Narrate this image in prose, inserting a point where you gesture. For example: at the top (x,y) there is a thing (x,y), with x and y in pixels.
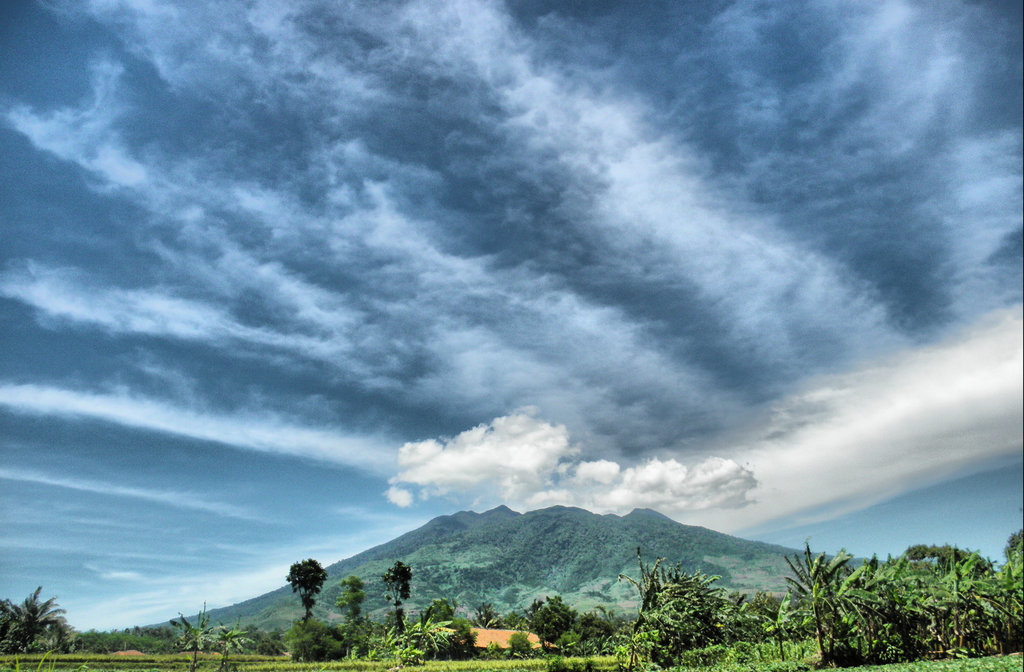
In the down side there are green trees (677,617), in the long back side it looks like a hill (582,551). At the top (554,189) it's a cloudy sky (432,322).
